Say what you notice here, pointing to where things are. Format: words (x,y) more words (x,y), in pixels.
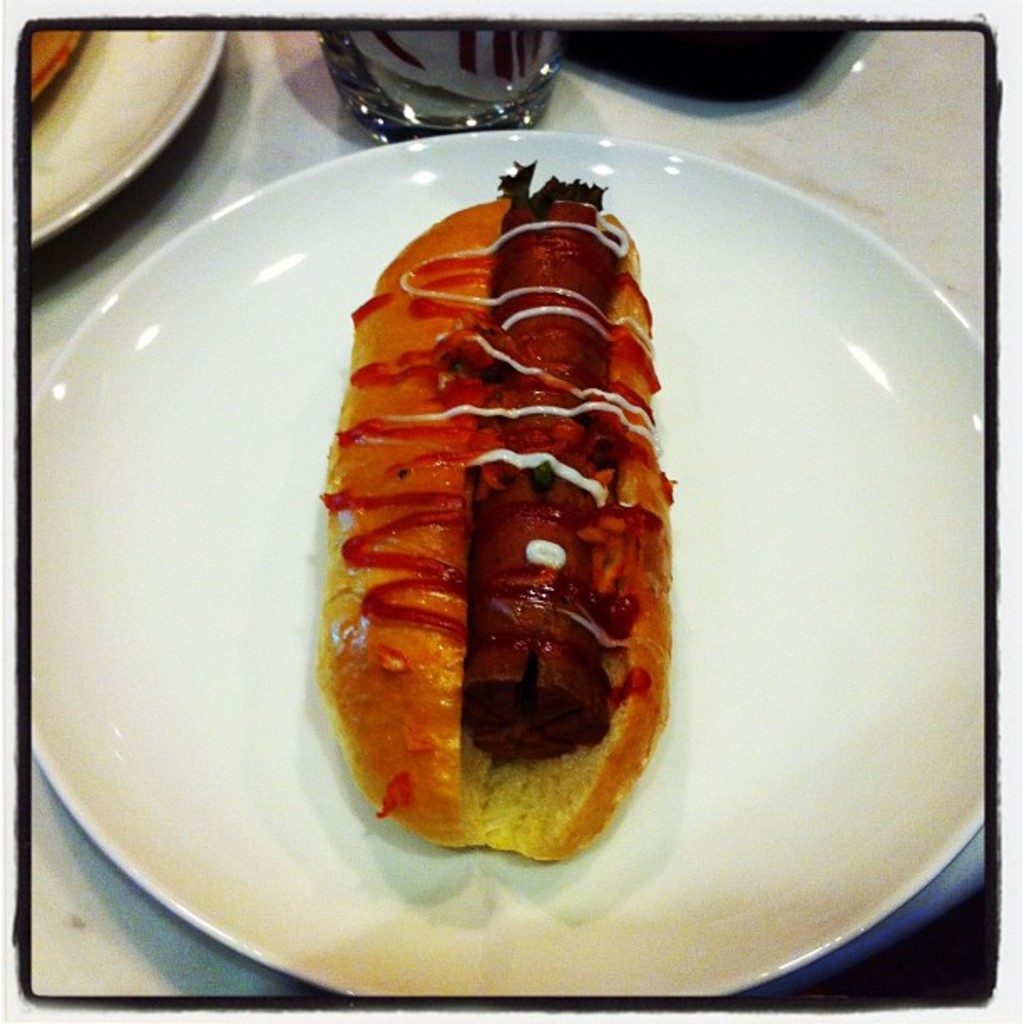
In this image we can see a plate (177,436) in which a food item (521,706) is there.
